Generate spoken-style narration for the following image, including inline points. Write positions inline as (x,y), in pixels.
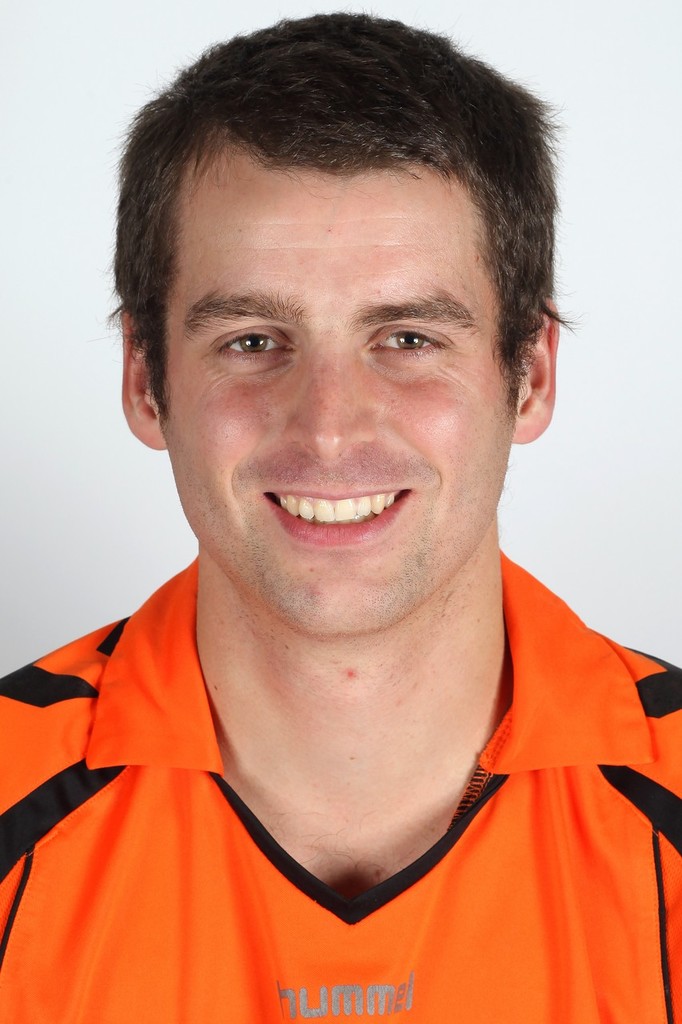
This image consists of a man (288,761) wearing an orange T-shirt (379,967). The background (18,595) is white in color.
